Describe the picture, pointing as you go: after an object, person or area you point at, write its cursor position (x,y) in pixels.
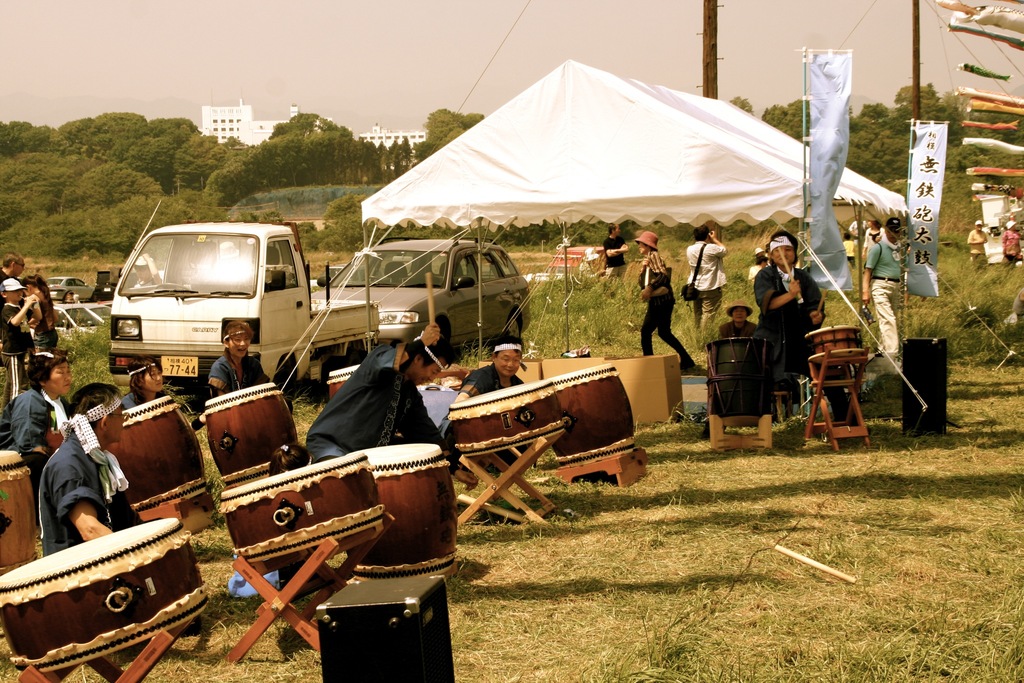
At the top (474,54) we can see sky (383,54). These are buildings (228,135) and trees (23,186). Here we can see a white colour tent (585,200). These are flags (831,188). We can see persons (661,299) standing, walking, sitting. Here we can see cars (255,289). These are speakers (912,429). This is a green grass (721,568).
